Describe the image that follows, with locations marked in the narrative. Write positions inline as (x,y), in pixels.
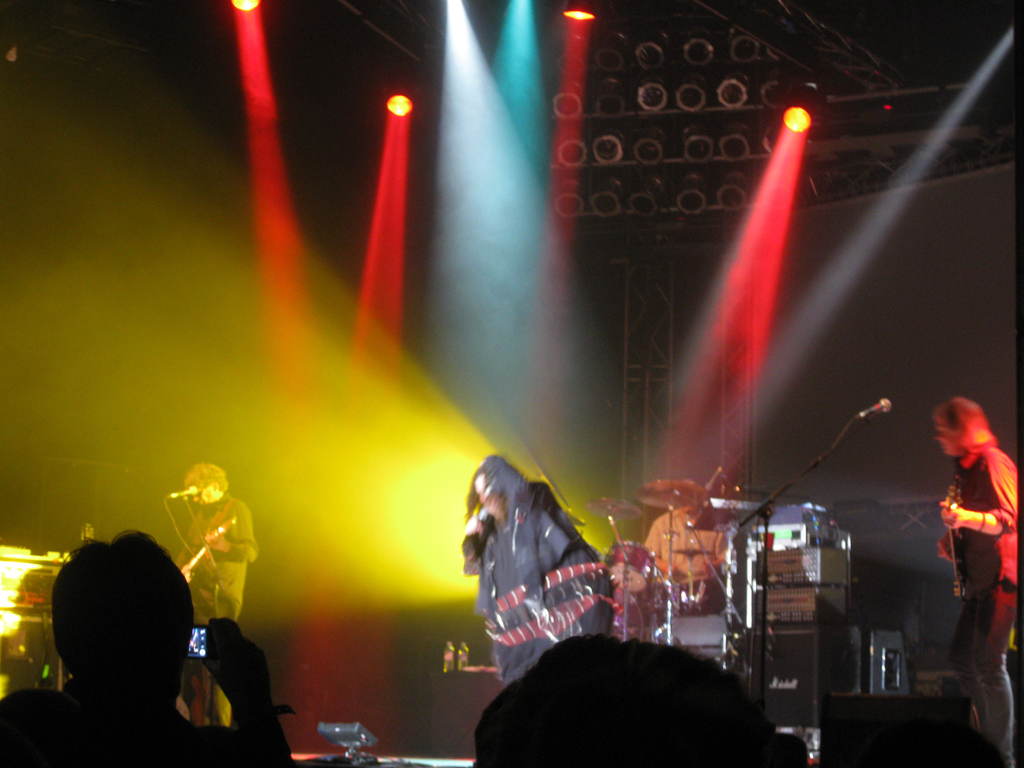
In this image a person (1003,724) is standing at the right side (972,702) is holding a guitar (958,600). At the middle of the image (487,500) a person (514,660) is standing and holding a mike (473,520). Back to him there is a musical instrument (677,599), behind there is a person (682,533) playing it. At the left side (212,547) there is a person (202,535) standing before a mike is holding a guitar (190,569). Left bottom there is a person (136,649) holding a mobile phone (203,641). At the top of image (273,229) there are few lights (498,300).
